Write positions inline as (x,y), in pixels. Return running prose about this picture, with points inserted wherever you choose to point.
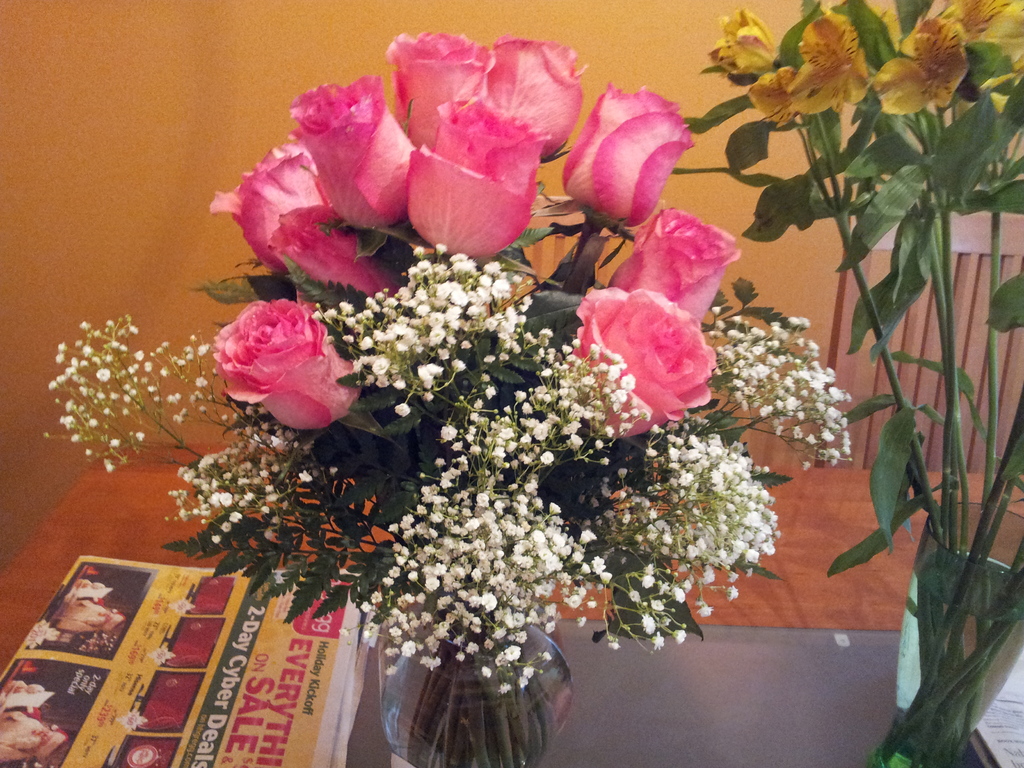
At the bottom of this image (545,646), there are two flower vases (537,657), a newspaper (89,710) and other objects (1022,728) on a wooden table (814,485). In the background (974,292), there is a wooden chair (843,295) and there is a yellow color wall (113,55).
